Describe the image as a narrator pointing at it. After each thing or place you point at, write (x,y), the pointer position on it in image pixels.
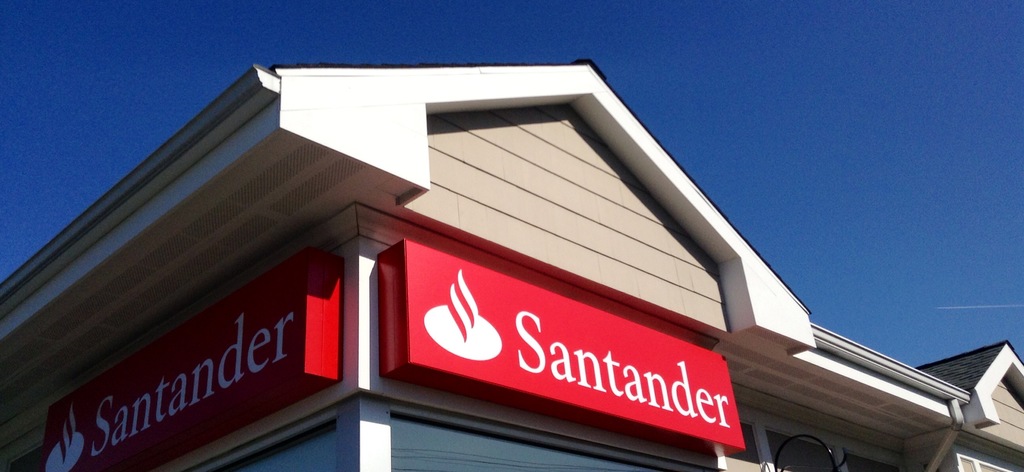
In this image we can see a house (113,322) and there is a board (416,329) which is in red color on which it is written as santander and top of the image (774,101) there is clear sky (865,245).
